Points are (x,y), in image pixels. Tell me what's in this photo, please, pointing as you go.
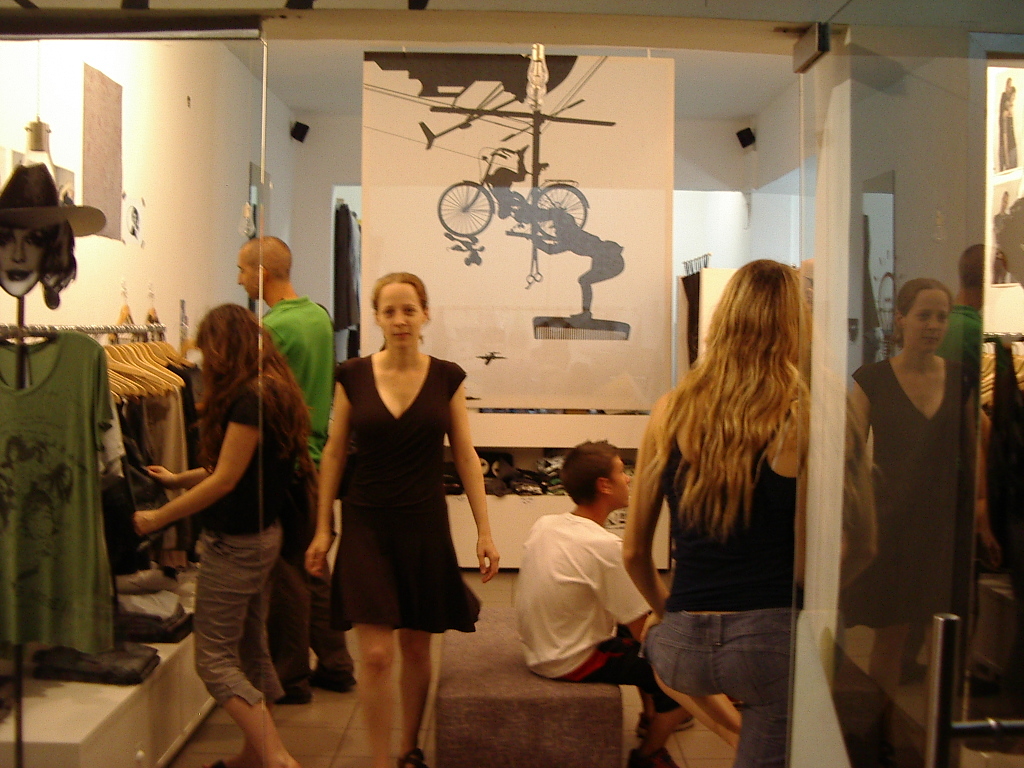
This is an inside view of a room (594,590). Here I can see few people (392,508) standing on the floor (298,715) and one person (577,629) is sitting on a stool (520,700). On the right side (933,356) there is a glass (916,379). On the left side (49,489) there are few clothes (140,418) hanging to a metal stand (62,330). In the background (422,260) there is a board (465,282) on which I can see some paintings (482,178). In the background (681,199) there is a wall (707,187).
